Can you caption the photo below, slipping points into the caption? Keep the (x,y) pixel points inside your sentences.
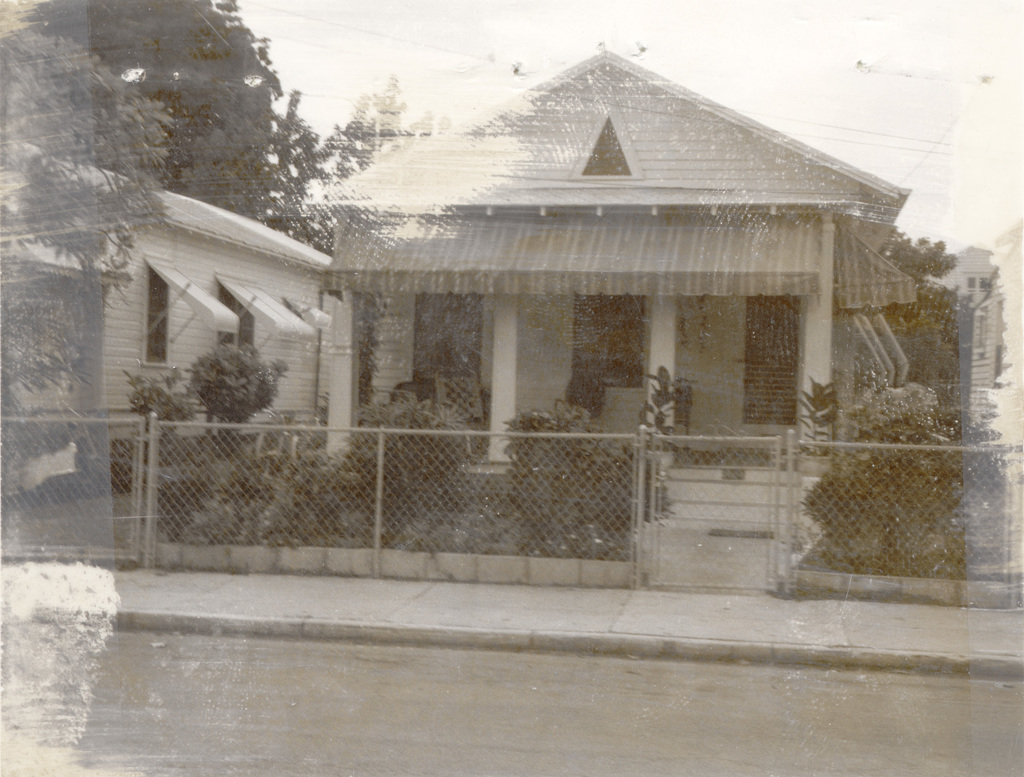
In this image we can see the houses (577,230), plants (527,461), stairs (755,491), trees (118,47) and also the fence (946,491). We can also see the sky (794,119). At the bottom (512,619) we can see the path (552,635) and also the road (492,692).
